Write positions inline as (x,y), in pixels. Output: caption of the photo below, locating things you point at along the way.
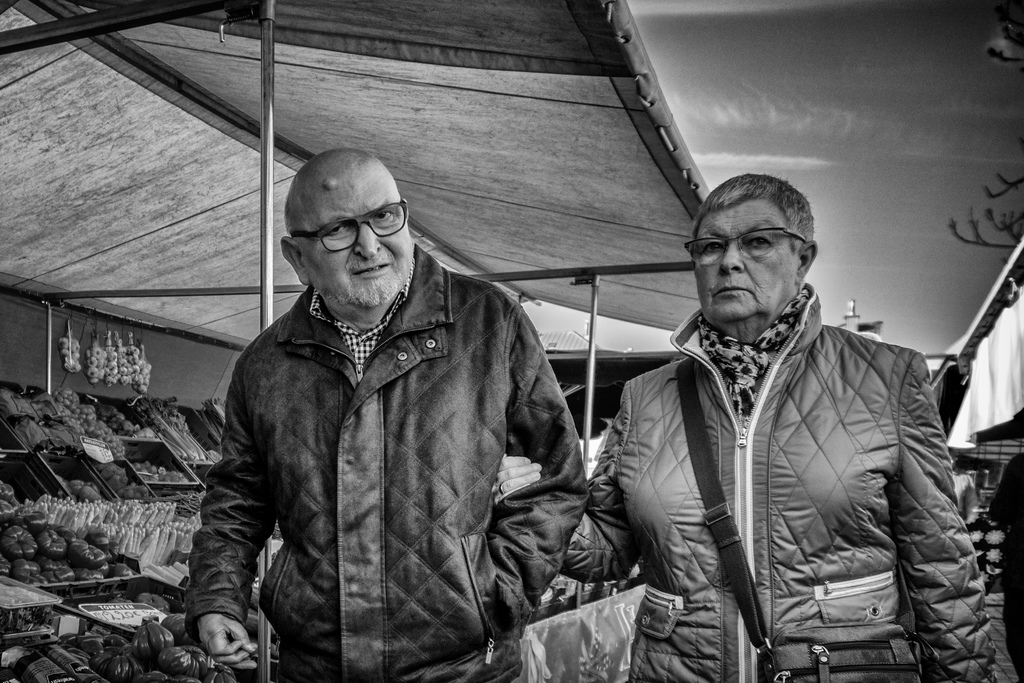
This is a black and white pic. In this image we can see a man (547,549) and a woman (640,640) carrying bag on her shoulder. In the background (12,521) we can see food items (51,512) on the boxes (75,452) on the platform (219,662) under a tent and other food items (115,367) hanging to a pole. In the background (979,266) we can see poles (263,629) and clouds (838,109) in the sky (645,16).
